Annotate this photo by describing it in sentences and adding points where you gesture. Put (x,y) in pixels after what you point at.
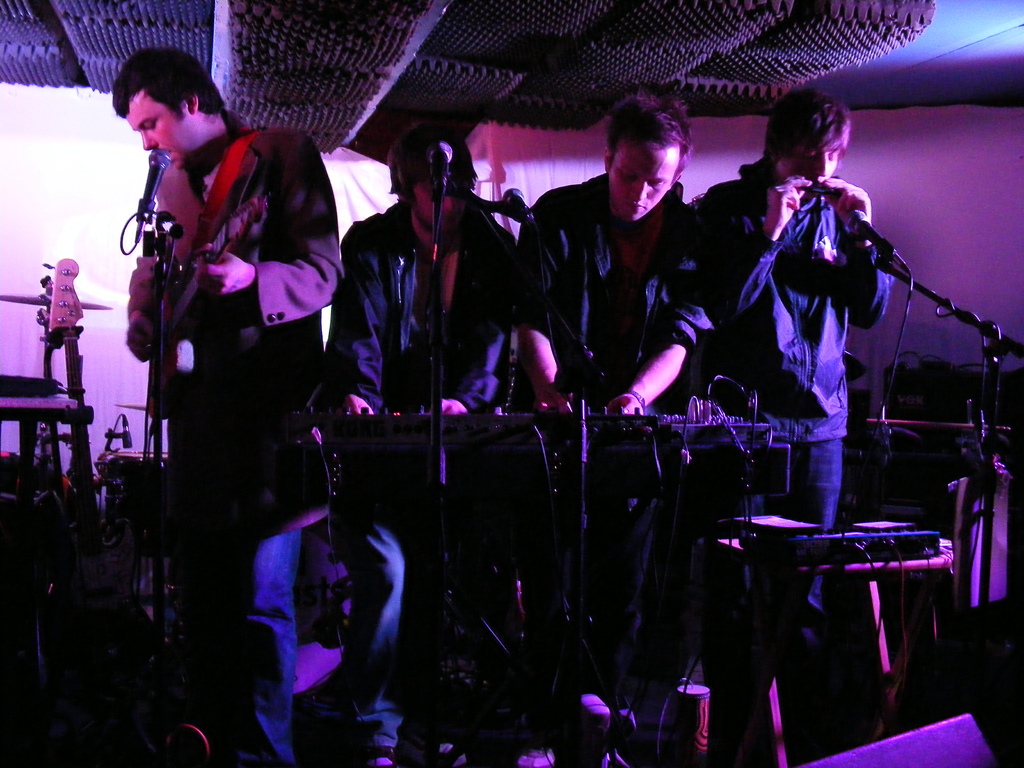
This image is clicked in a musical concert. There are four people (530,325) on the stage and there are musical instruments (564,468) in their hands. The one who is on the right side (798,158) is playing a harmonica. There are mics (889,250) in front of them. There is a keyboard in the middle (356,427). The one who is on the left side (205,259) is playing guitar (167,369) and there are musical instruments (98,508) on the left side (120,471).
